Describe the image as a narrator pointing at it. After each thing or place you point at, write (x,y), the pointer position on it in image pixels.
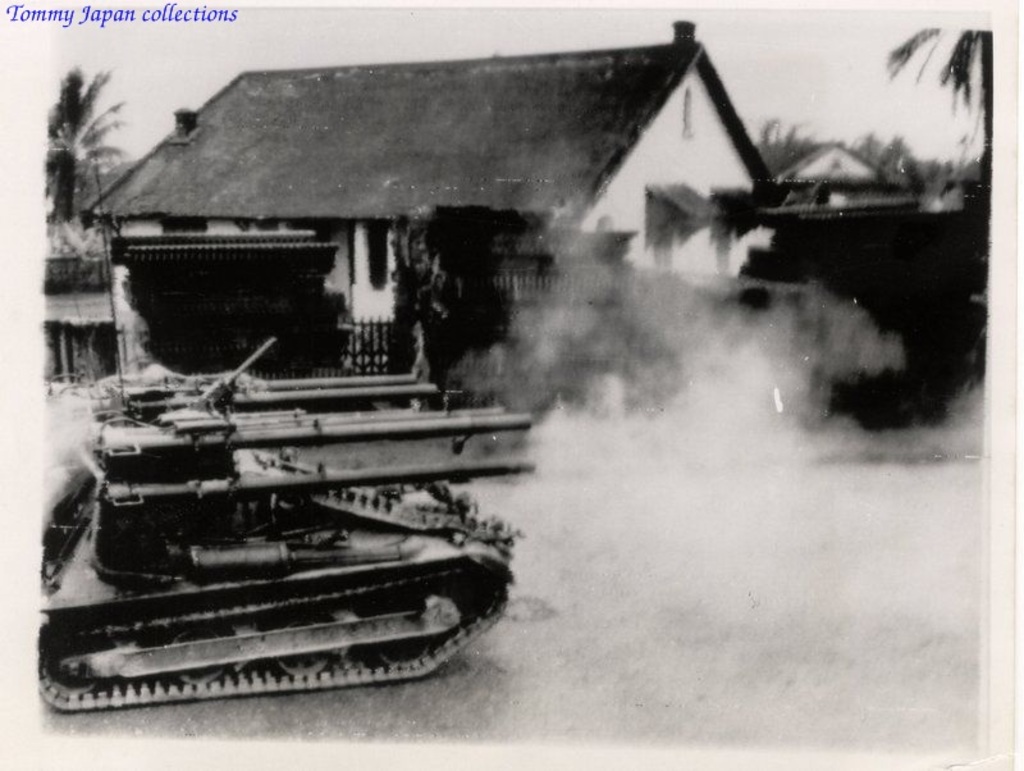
This is a black and white image, in this image in the foreground (252,566) there is one vehicle (315,497). And in the background (309,299) there are some houses (261,171) and trees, at the bottom (584,645) there is road (456,706) and at the top of the image (50,20) there is text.
